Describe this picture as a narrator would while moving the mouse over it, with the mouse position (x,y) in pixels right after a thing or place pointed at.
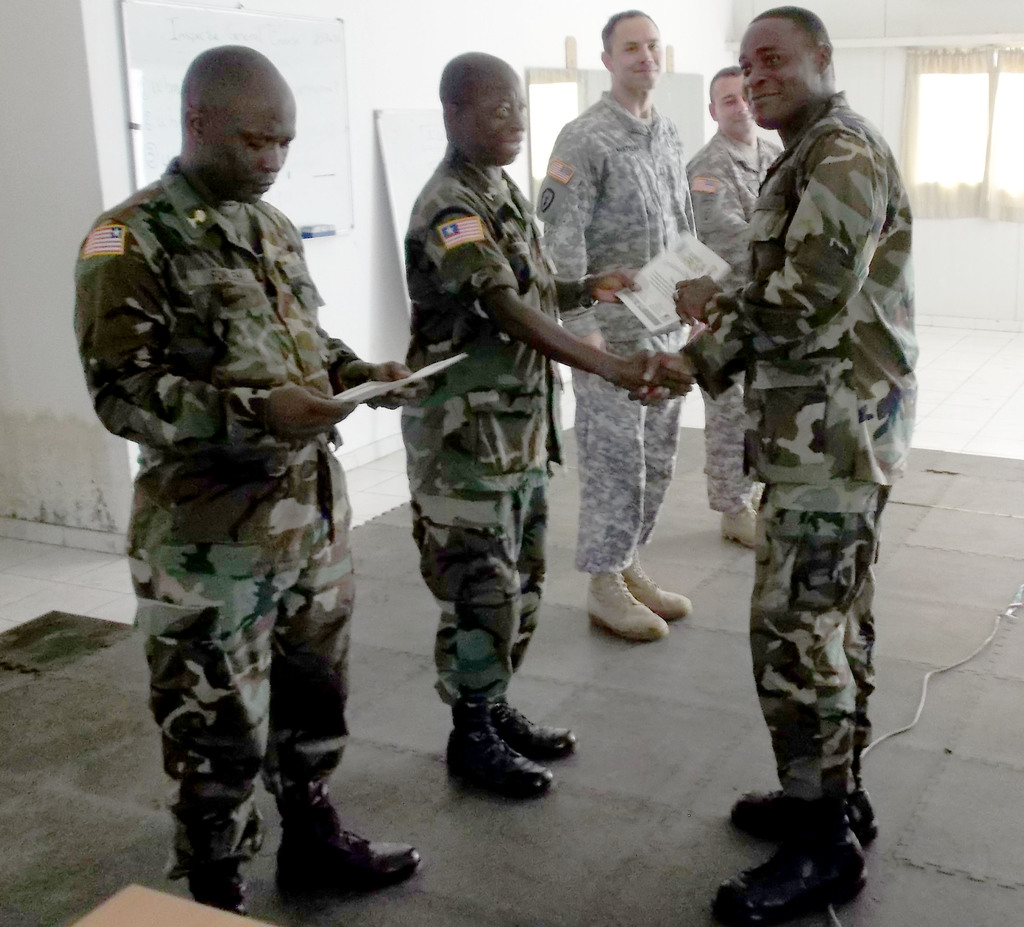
In the image we can see there are five men (243,441) standing, wearing army clothes (413,449) and shoes (730,900). This is a paper (416,376), cable wire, floor (922,786), window (954,124) and curtains (948,150), and a white board (307,67).
